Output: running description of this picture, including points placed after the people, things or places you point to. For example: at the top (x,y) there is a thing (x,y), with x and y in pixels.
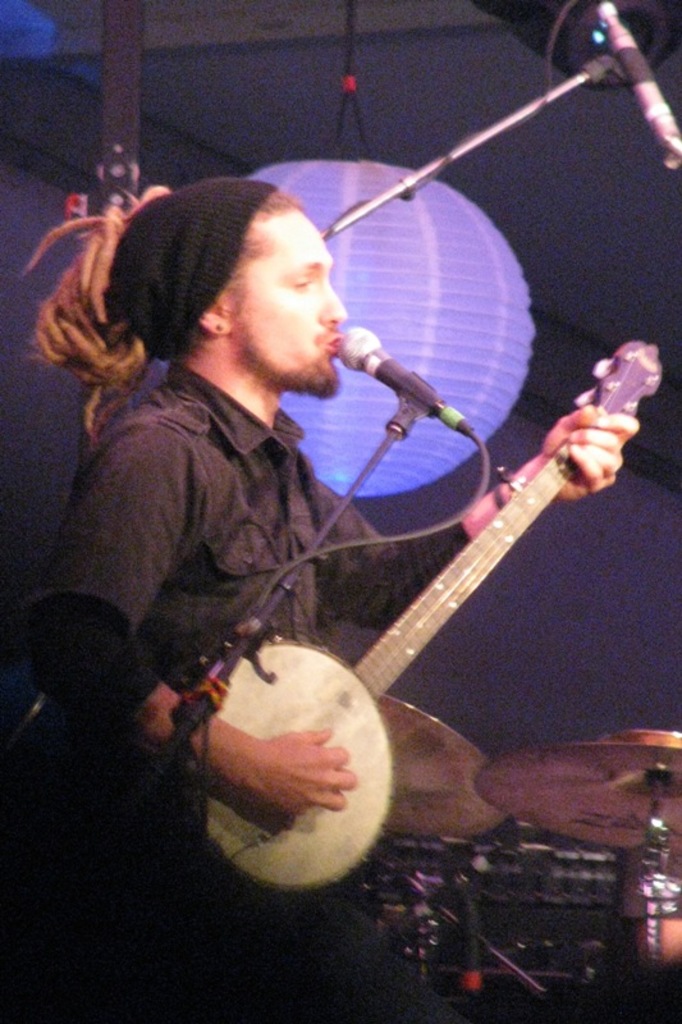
In this image there is a person (275,527) playing a musical instrument (276,701), in front of him there is a mic (372,375), beside him there are other musical instruments (434,807) and there is a lamp (359,251) hanging.
